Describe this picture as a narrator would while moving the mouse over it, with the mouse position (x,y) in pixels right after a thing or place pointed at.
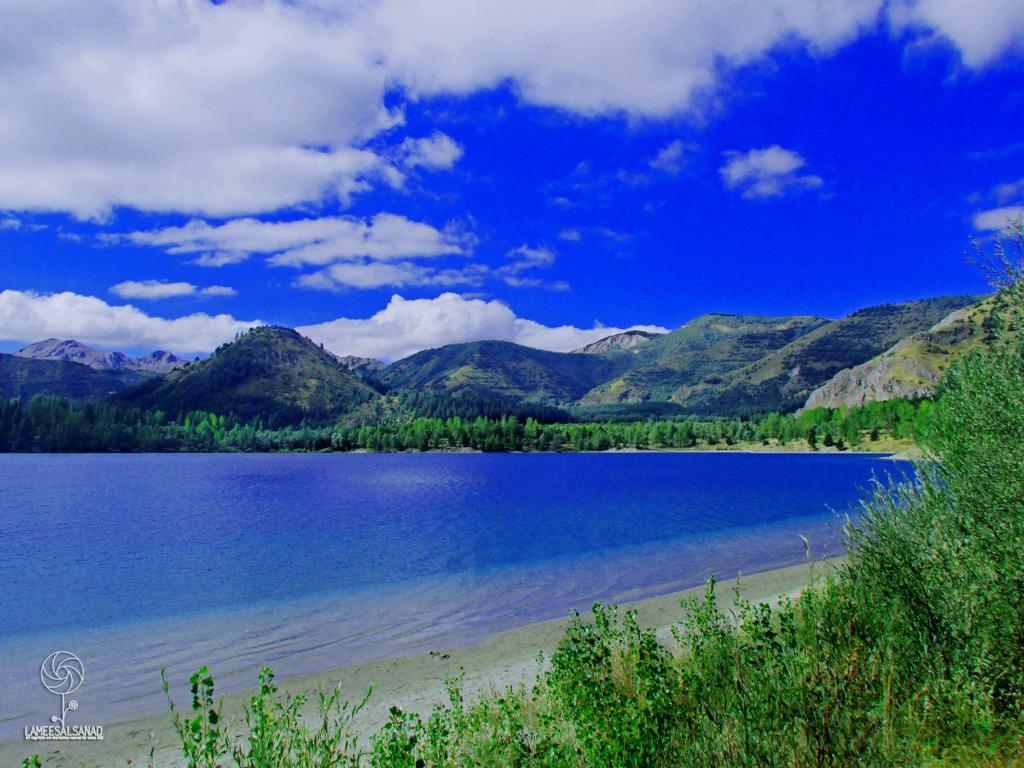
In this image there are hills (320,365), cloudy sky (443,288), water (424,519) and trees (730,440). At the bottom left side of the image (102,738) there is a watermark (70,673).
